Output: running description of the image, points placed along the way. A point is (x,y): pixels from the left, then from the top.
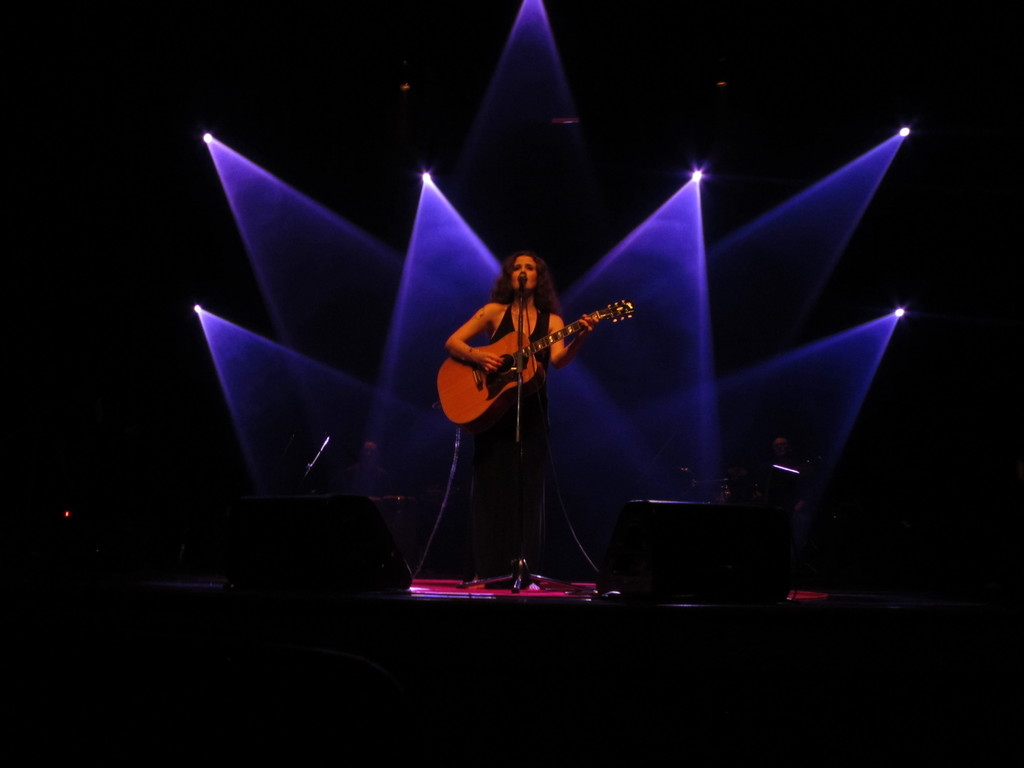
In the middle (504,454) there is a woman (510,325), her hair (548,286) is shoulder length she is playing guitar (502,358), In front of her there is a mic (522,287). At the bottom (698,589) there are speakers (687,595). In the background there are many lights (416,294). This is a stage performance.
